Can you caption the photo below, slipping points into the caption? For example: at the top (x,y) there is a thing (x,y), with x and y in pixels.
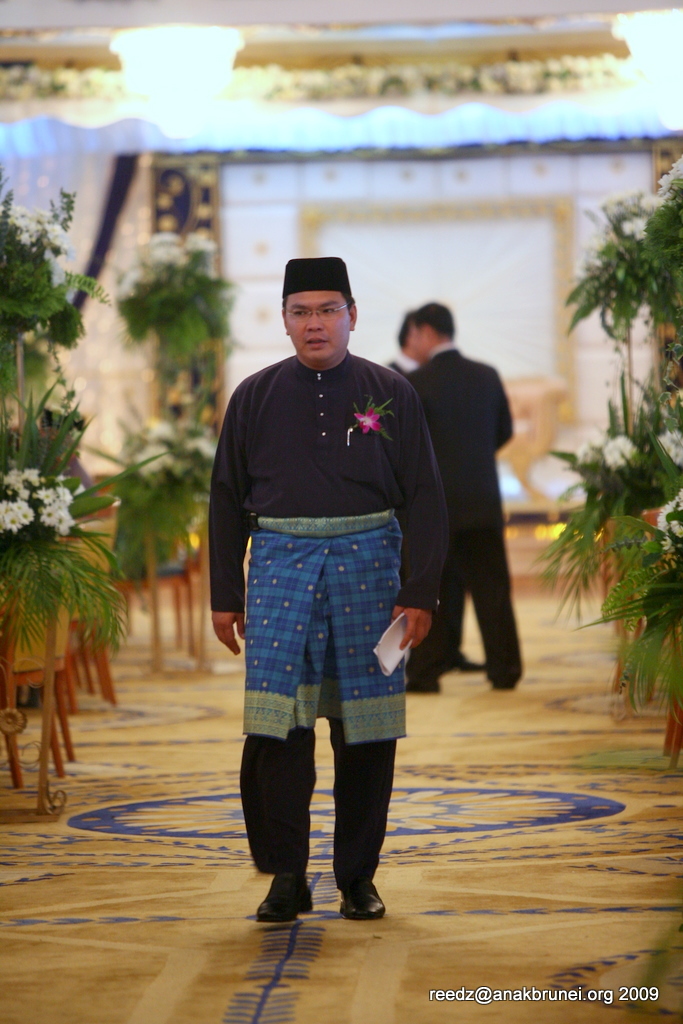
In the center of this picture (306,357) we can see the group of persons (295,473). In the foreground (306,362) there is a person (305,372) wearing black color dress (329,465), holding an object (401,650) and walking on the ground (388,818). In the background (495,98) we can see the curtains (132,167), light (198,48) and the flowers (7,523). At the bottom (509,997) there is a text (651,993) and numbers (632,1002) on the image.
